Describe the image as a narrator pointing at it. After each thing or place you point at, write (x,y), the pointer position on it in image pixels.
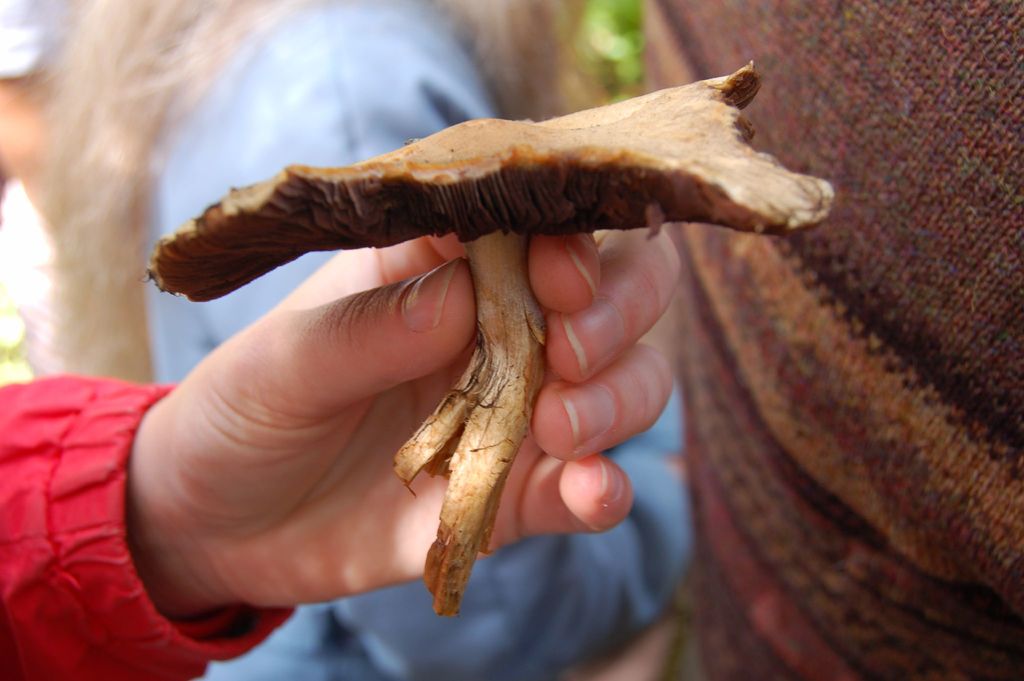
In this image, we can see a human hand (363,471) is holding some object (506,287). Background (142,182) there is a blur view. Here we can see few clothes (248,97), human hair (160,130).
